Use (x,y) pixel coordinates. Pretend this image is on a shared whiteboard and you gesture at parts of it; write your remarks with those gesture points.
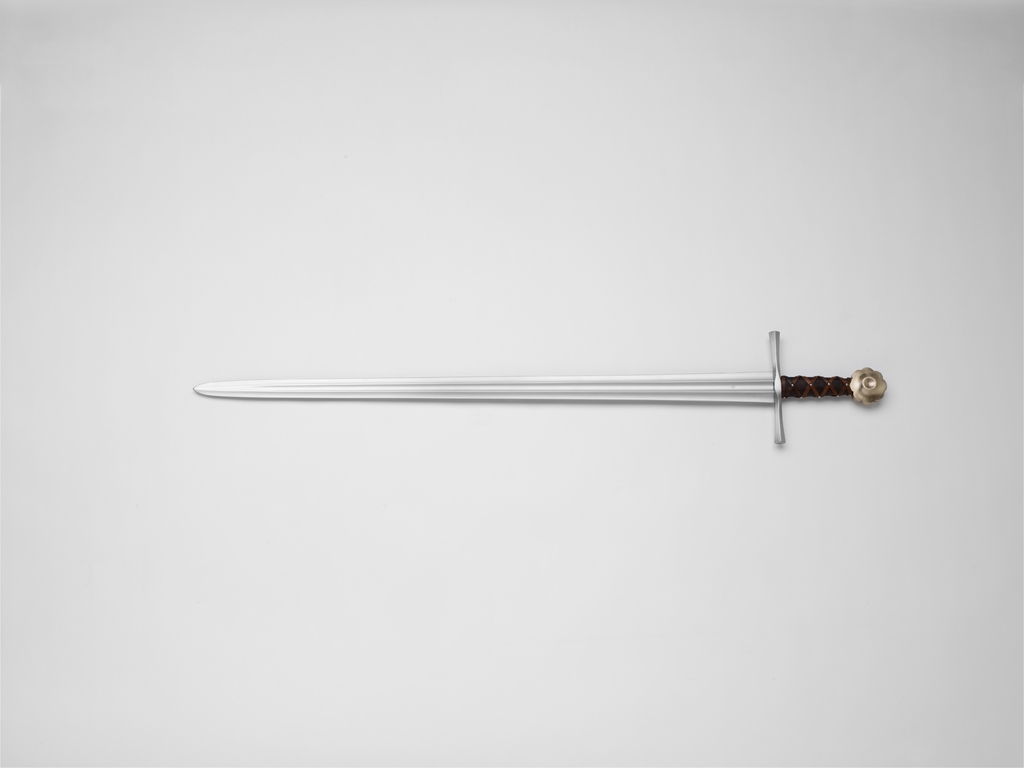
In the image there is a sword (299,382) kept on a surface (457,349).
